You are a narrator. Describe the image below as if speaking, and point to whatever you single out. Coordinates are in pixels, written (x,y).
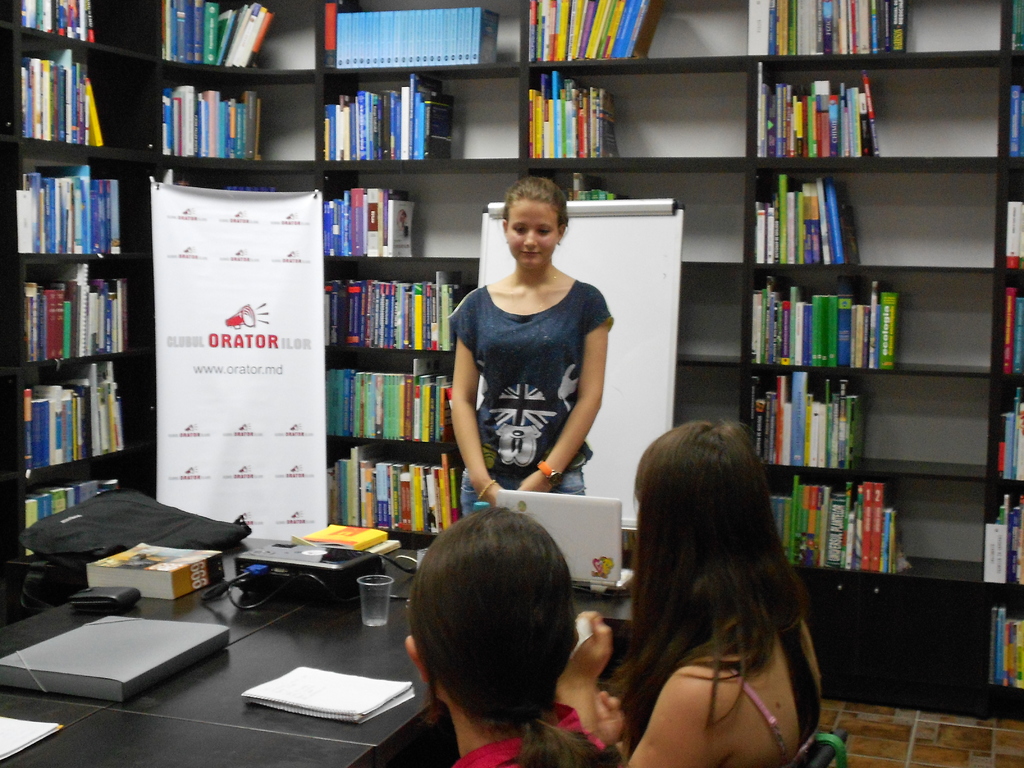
In this picture a girl (508,319) is standing in front of a table (279,742) and two of them are sitting on a table (307,732), in the background (86,412) we observe many books (245,106) kept in a wooden shelf (364,88).
